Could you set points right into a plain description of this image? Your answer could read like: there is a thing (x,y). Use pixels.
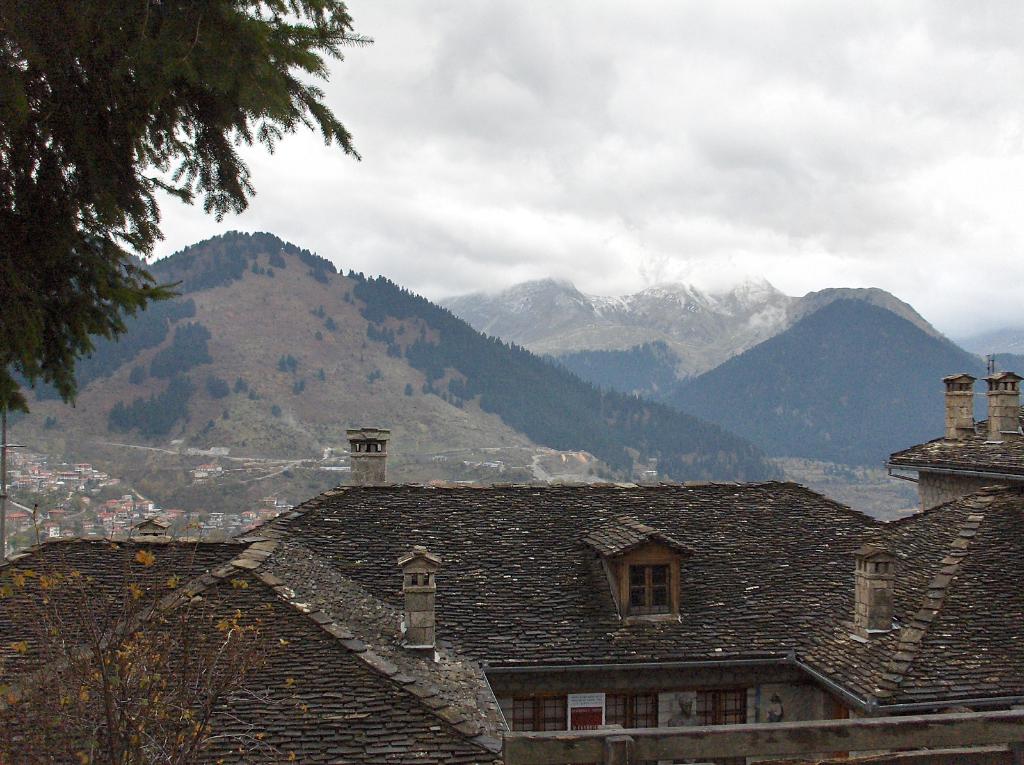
There is a big beautiful house (562,585) and behind the house (931,592) there are many small houses (117,506) in a distance and in the background (499,277) there are many mountains (528,319) and sky (544,149).
